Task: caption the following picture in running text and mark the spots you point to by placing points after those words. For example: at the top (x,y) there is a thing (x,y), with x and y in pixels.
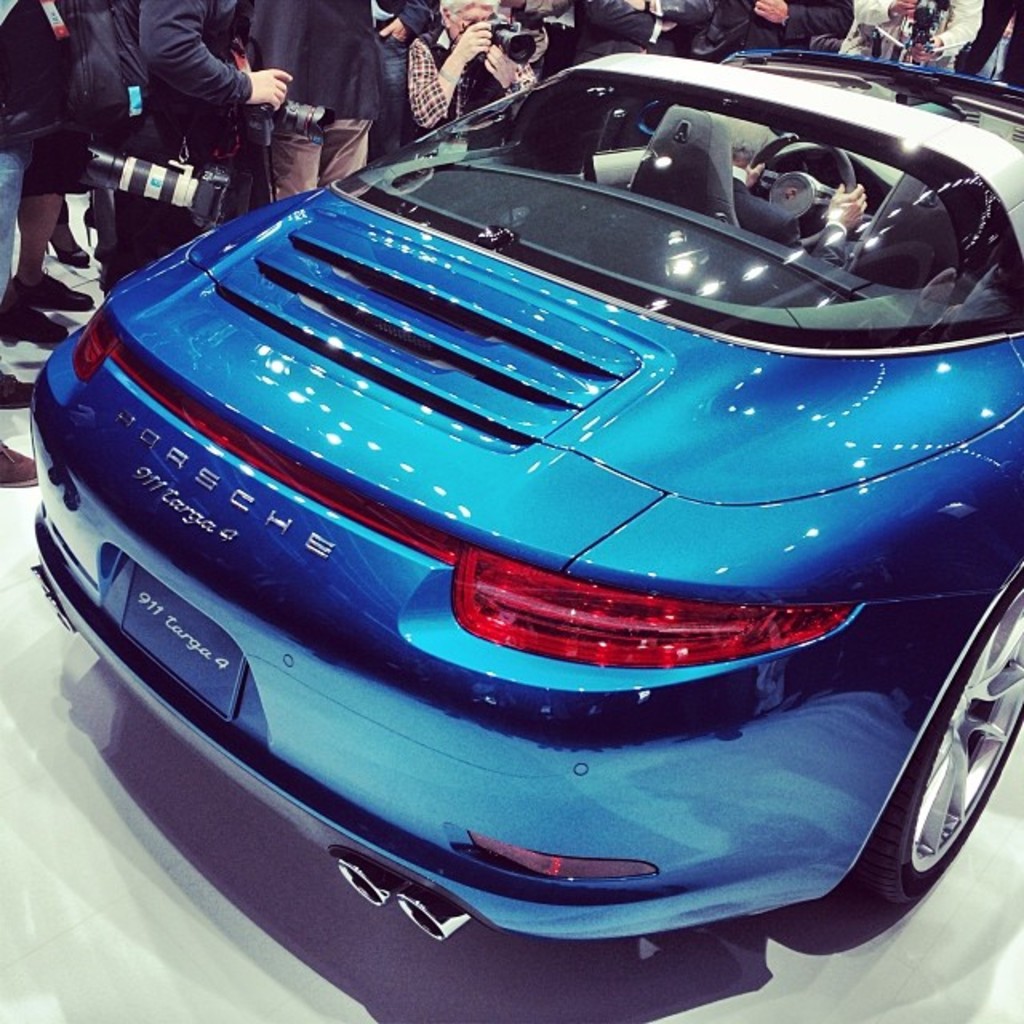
In this picture we can find group of people (309,184) and a car (675,469), and we can see a person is seated in the car (748,372), and we can find few cameras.
